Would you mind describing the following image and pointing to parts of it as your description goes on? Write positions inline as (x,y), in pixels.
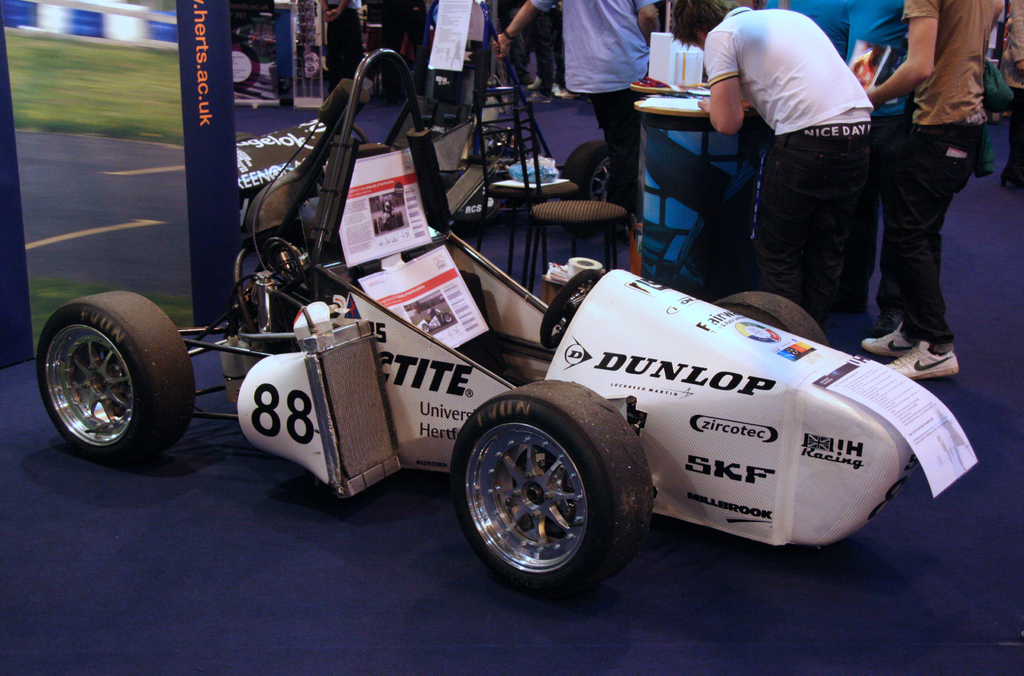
In the foreground of the picture (366,324) there is a go kart (406,356). On the left (101,108) there is a banner (106,173). At the bottom (371,609) there is blue color mat (601,612). In the center of the picture (660,250) there are tables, chairs (487,105), group of people (542,81), go kart (435,98) and other objects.
